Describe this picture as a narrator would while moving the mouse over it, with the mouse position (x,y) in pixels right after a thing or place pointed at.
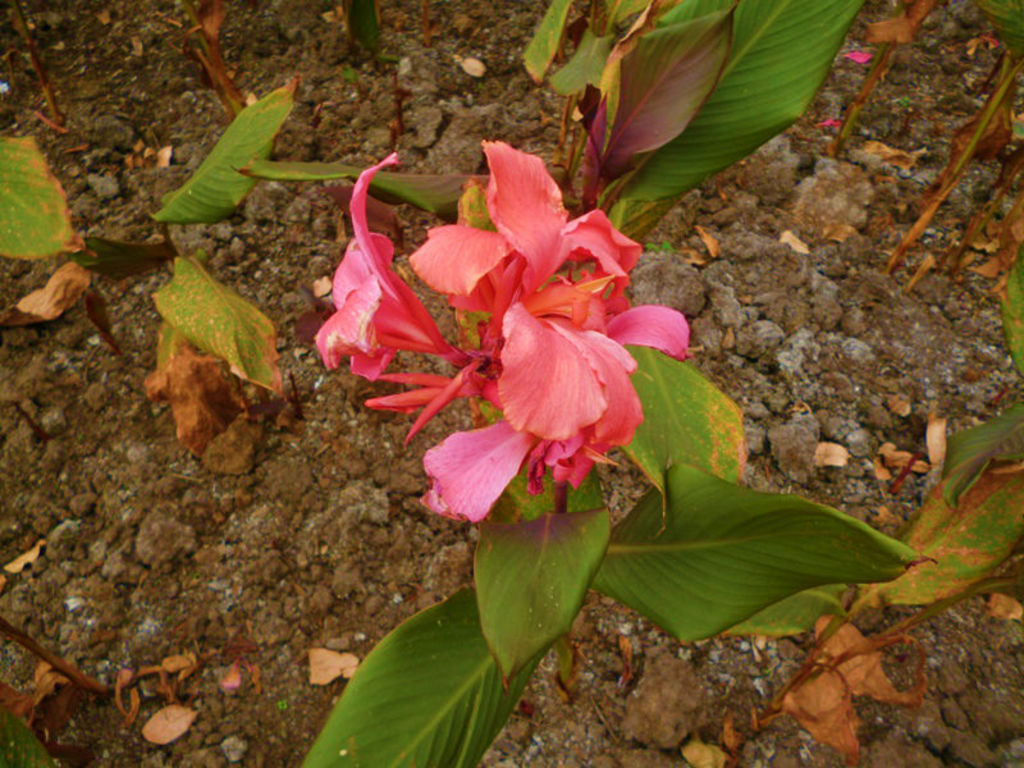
In this image I can see few flowers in pink color and leaves (482,607) in green color.
